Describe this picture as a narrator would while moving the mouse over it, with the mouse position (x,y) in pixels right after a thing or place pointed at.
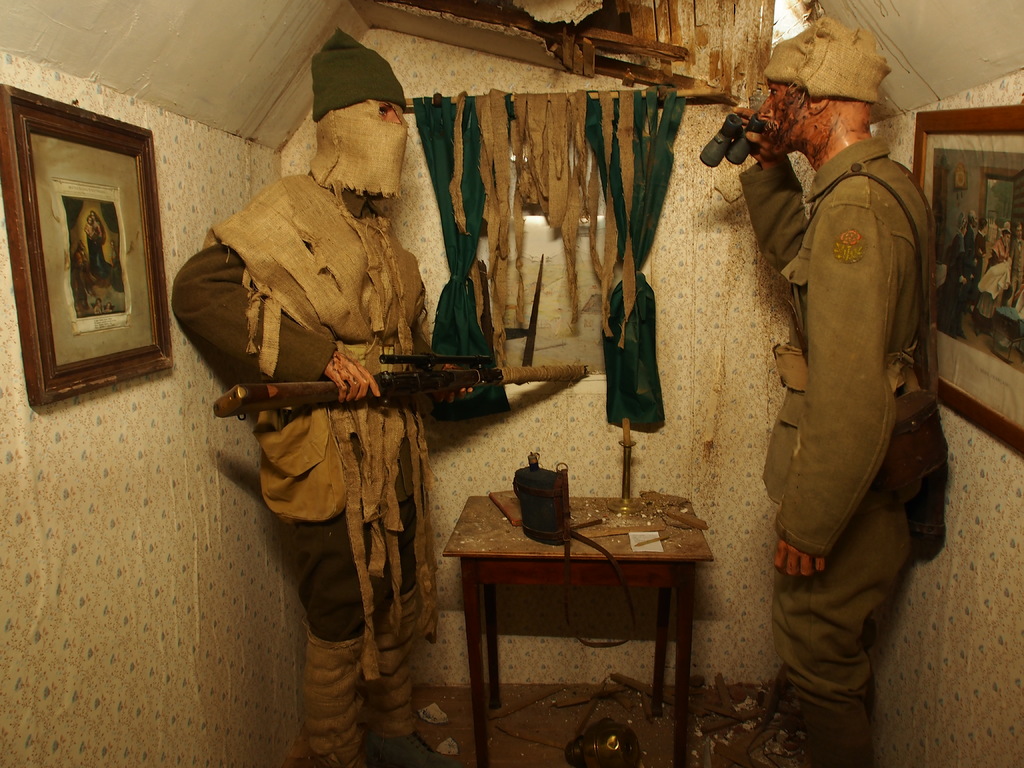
There are two people (328,232) standing. One person (304,262) is holding weapon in his hand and the other person (758,211) is holding binoculars (733,136). I think these two are statues (348,611). This is a small table (584,562) with an object (587,538) on it. These are the photo frames (61,390) attached to the walls (216,479). This looks like a curtain (550,137) hanging to the hanger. I can see few particles (712,729) on the floor (702,715). This is a broken rooftop (538,28).
